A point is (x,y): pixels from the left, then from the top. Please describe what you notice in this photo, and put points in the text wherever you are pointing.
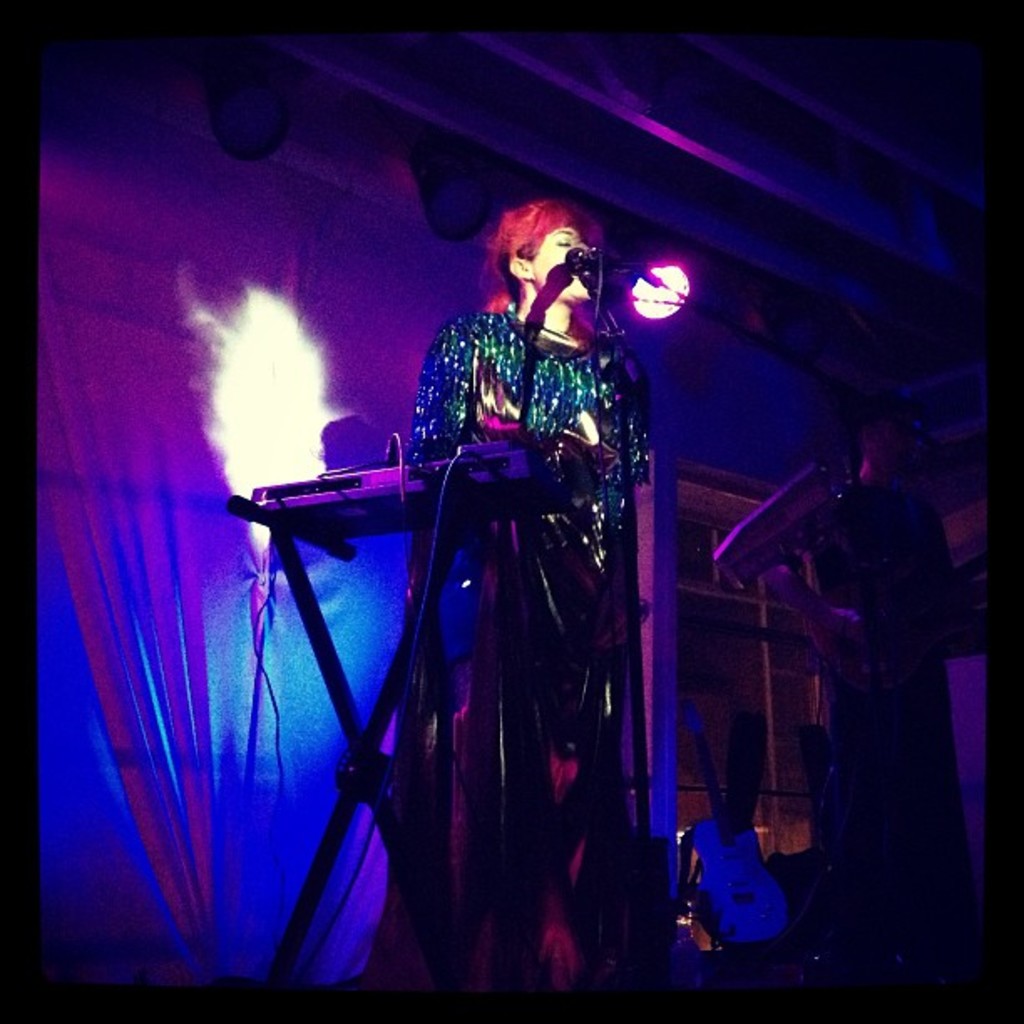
In the image I can see a person (616,532) who is playing some musical instrument (453,484) in front of the mic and behind there is a light (269,365).
